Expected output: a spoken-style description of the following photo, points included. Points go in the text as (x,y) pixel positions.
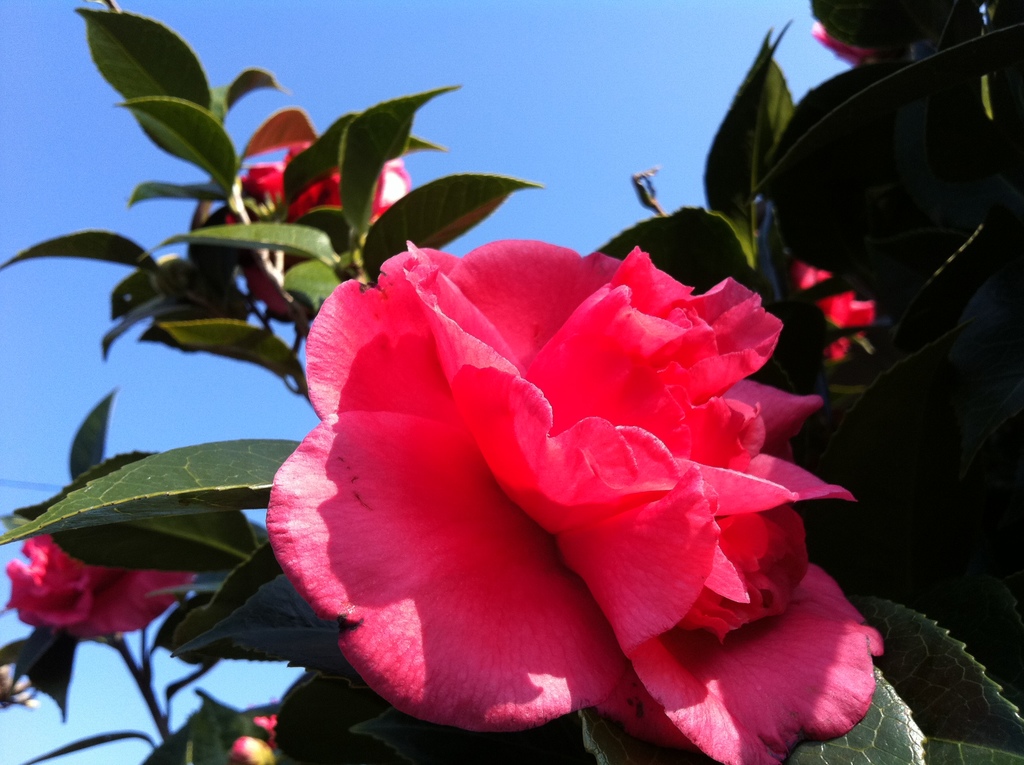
In this image we can see some flowers (573,485) to a plant (503,185). On the backside (506,157) we can see the sky (510,142) which looks clear.
